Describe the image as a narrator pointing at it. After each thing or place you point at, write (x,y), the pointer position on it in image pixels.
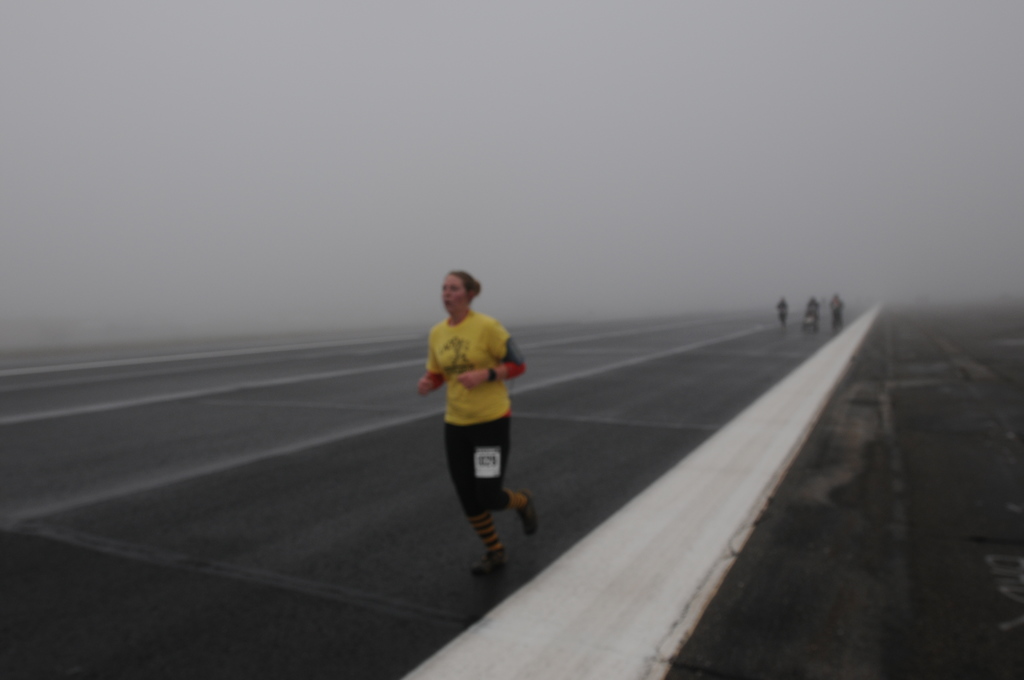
In this image we can see a woman (483,540) running on the road (575,487). We can also see a group of people (838,300) standing. In that a person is holding a trolley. On the backside (594,49) we can see the sky (621,181) which looks cloudy.
